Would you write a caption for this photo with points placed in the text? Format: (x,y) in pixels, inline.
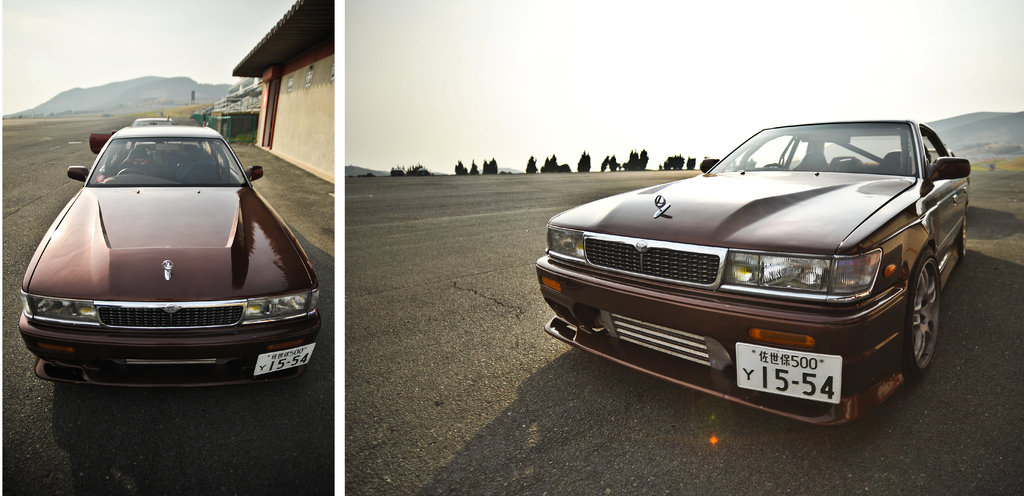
Here we can see collage of two picture, on the left side (271,271) picture we can see a car (262,262), a house (292,138), a hill (121,97) and the sky (155,27), on the right side (762,323) picture we can see a car (730,312) in the front (745,315), in the background (467,164) there are some trees (682,163), we can see the sky (654,38) at the top of the picture (644,50).
